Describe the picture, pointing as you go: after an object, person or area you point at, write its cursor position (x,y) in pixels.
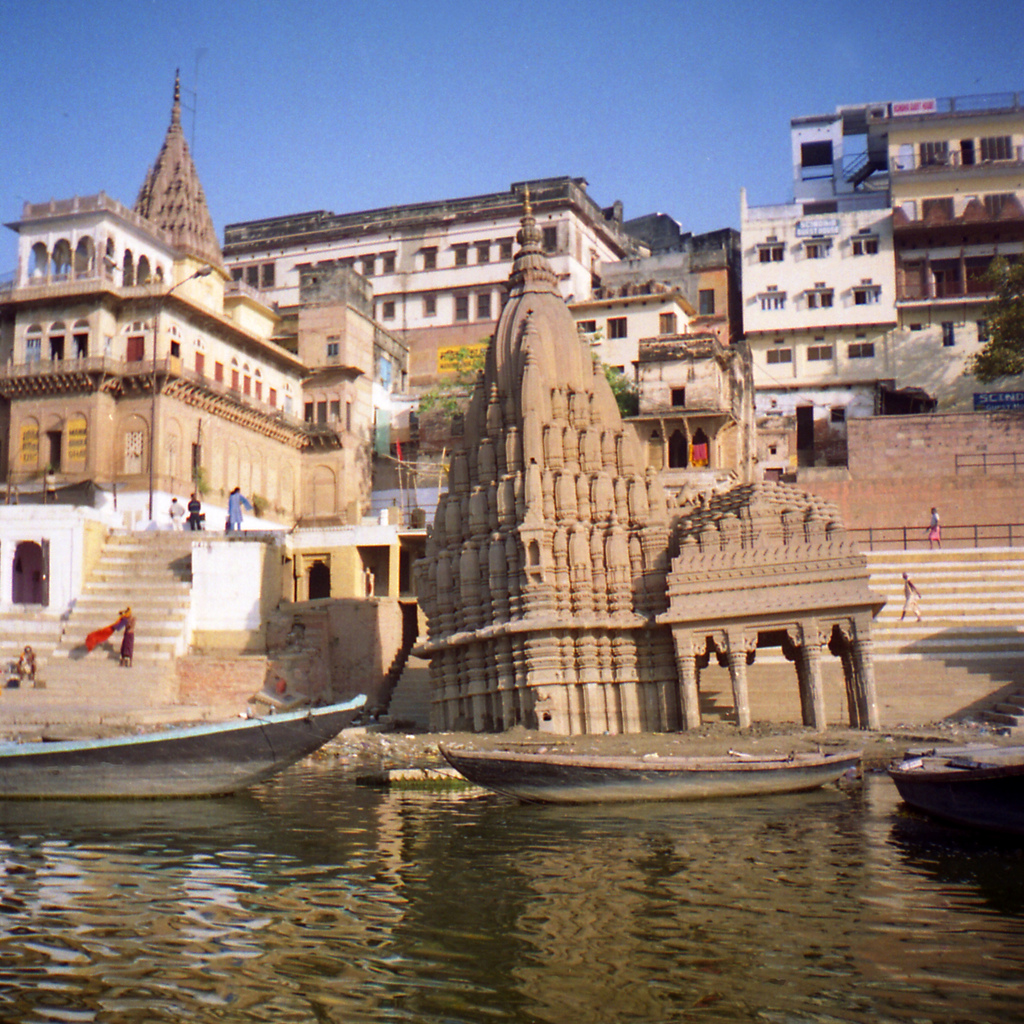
In this image we can see the buildings (779,250). We can also see the temples (626,605) and trees (1006,367). At the bottom (460,916) there is river (519,871). We can also see the boats (929,798). At the top (518,107) there is sky (397,114) and we can see some persons (180,520) on the left (130,621). We can also see the stairs (157,562).
